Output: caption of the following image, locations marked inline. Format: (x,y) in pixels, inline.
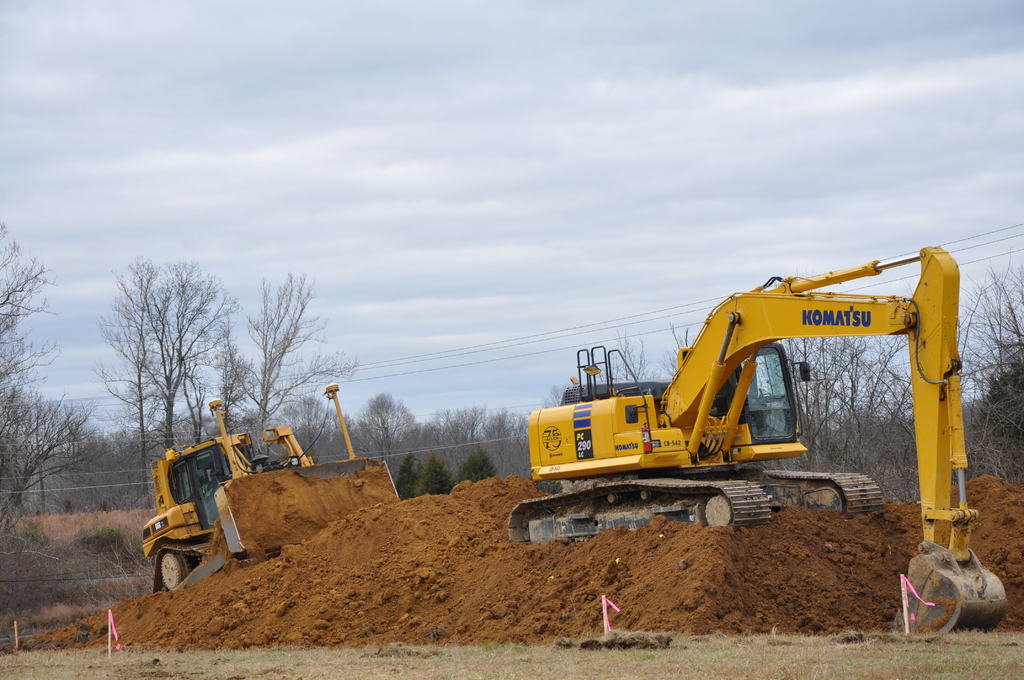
This picture shows couple of construction machines (596,443) and we see soil (459,500) and trees (26,426) and a cloudy sky (552,220).
